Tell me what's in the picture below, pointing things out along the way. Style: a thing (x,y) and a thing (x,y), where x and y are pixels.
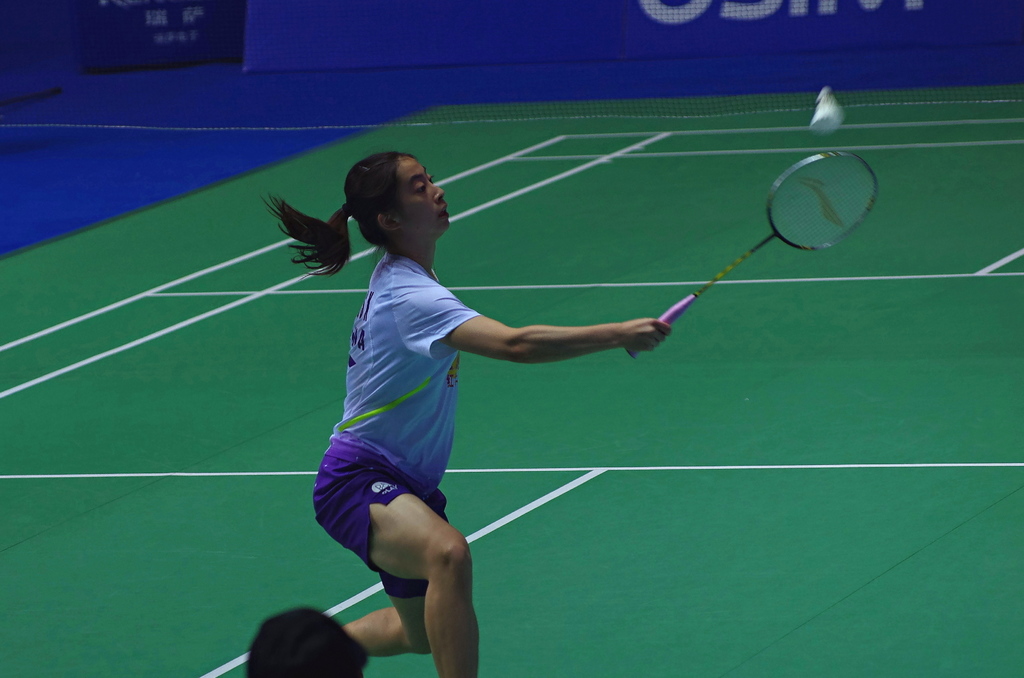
In this picture we can see two persons (402,617) on the ground (462,218) where a woman (386,550) holding a badminton racket (799,165) with her hand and a shuttlecock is in air and in the background (783,106) we can see net (939,90).
